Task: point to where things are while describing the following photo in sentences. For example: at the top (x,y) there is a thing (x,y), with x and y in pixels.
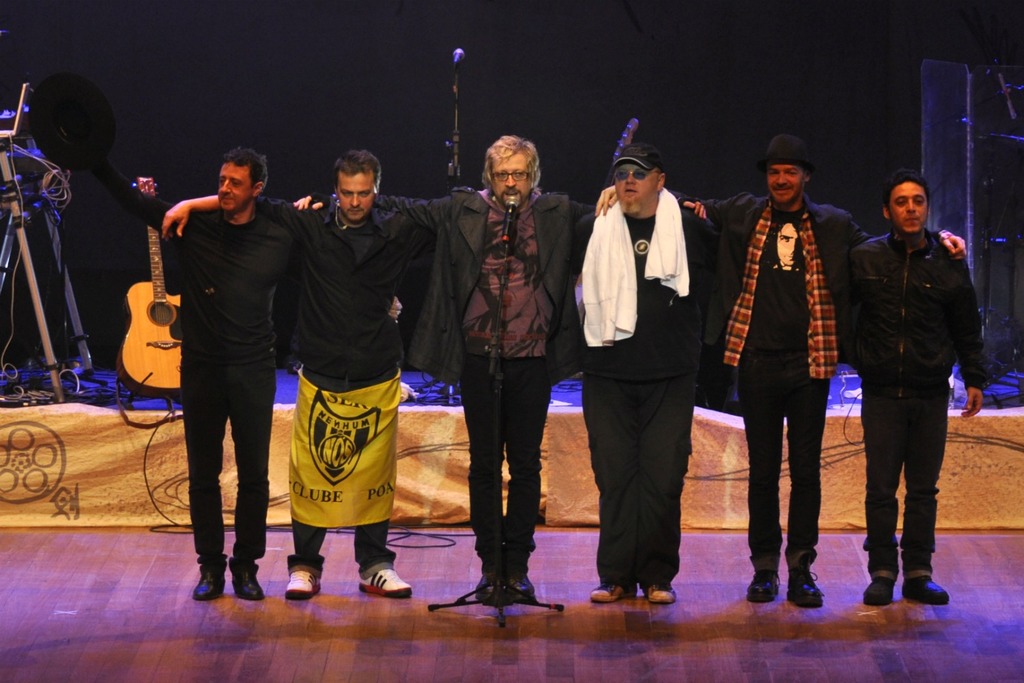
In this image I can see few men (516,387) are standing and I can see all of them are wearing black colour of dress (838,284). I can also see two of them are wearing caps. In the background (57,382) I can see few guitars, a mic (455,61), few wires (45,190), a stand (21,237) and a laptop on it. I can also see few other things (37,436) in the background (43,474).
